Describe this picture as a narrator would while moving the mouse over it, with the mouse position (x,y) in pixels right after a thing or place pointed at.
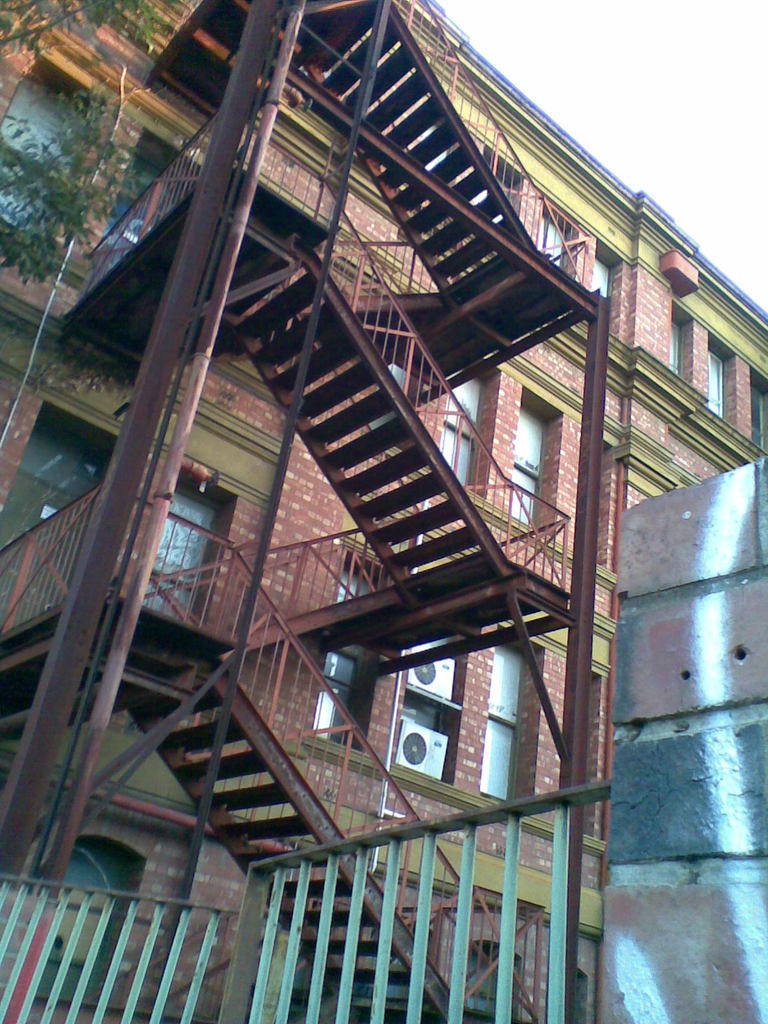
In this picture there is a brown color brick building (503,690) with many windows (710,356). In the front (484,259) there is a iron staircase (299,617) with railing pipes (534,541). In front (387,952) bottom side we can see a green color iron gate (172,968).
